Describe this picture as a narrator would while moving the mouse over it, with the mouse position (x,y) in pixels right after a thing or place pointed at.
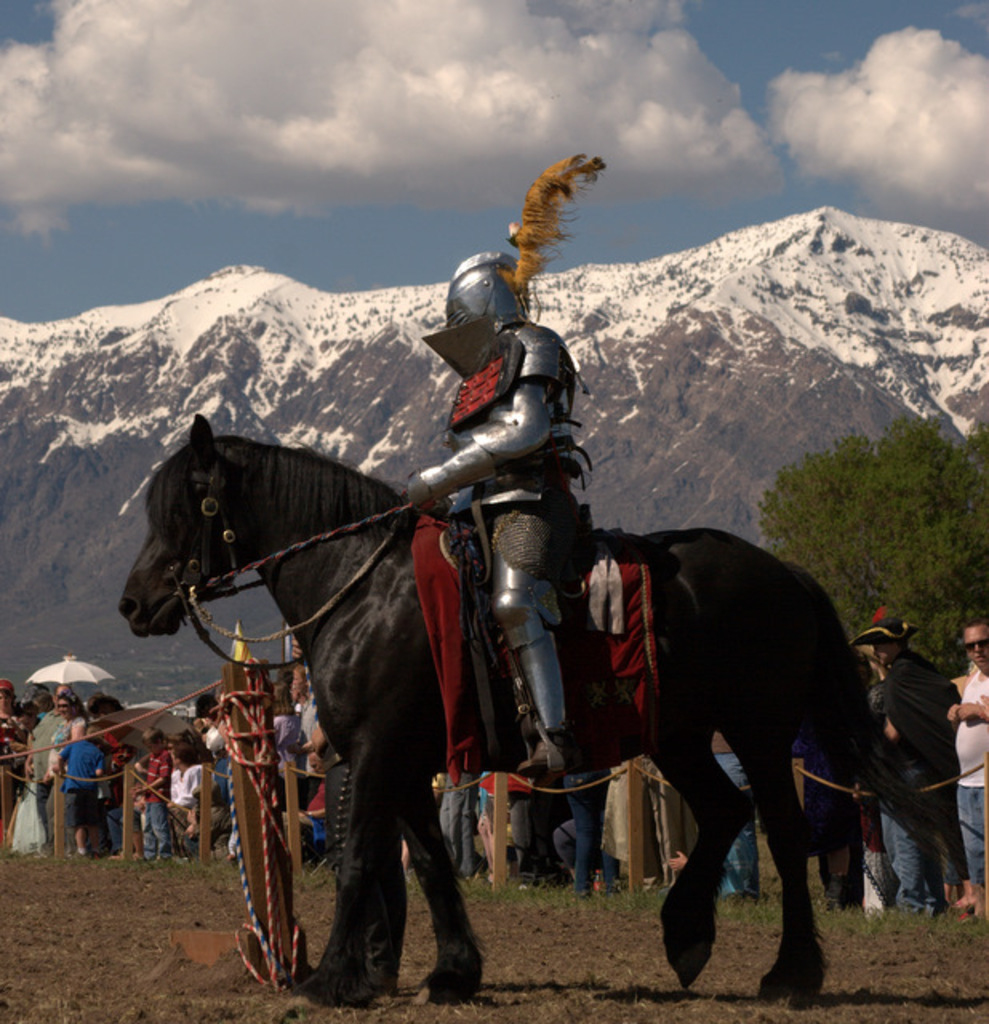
In this image I can see in the middle (348,551) there is the black color horse (512,747). On this a person (528,414) is sitting, this person (566,509) wore war ornaments (546,414). At the back side (818,804) a group of people (592,808) are standing and observing this horse (701,681). On the right side (820,525) there are trees (778,551) and in the middle (379,406) there are mountains (620,275) with snow (649,305). At the top (526,109) it is the cloudy sky (405,156).
